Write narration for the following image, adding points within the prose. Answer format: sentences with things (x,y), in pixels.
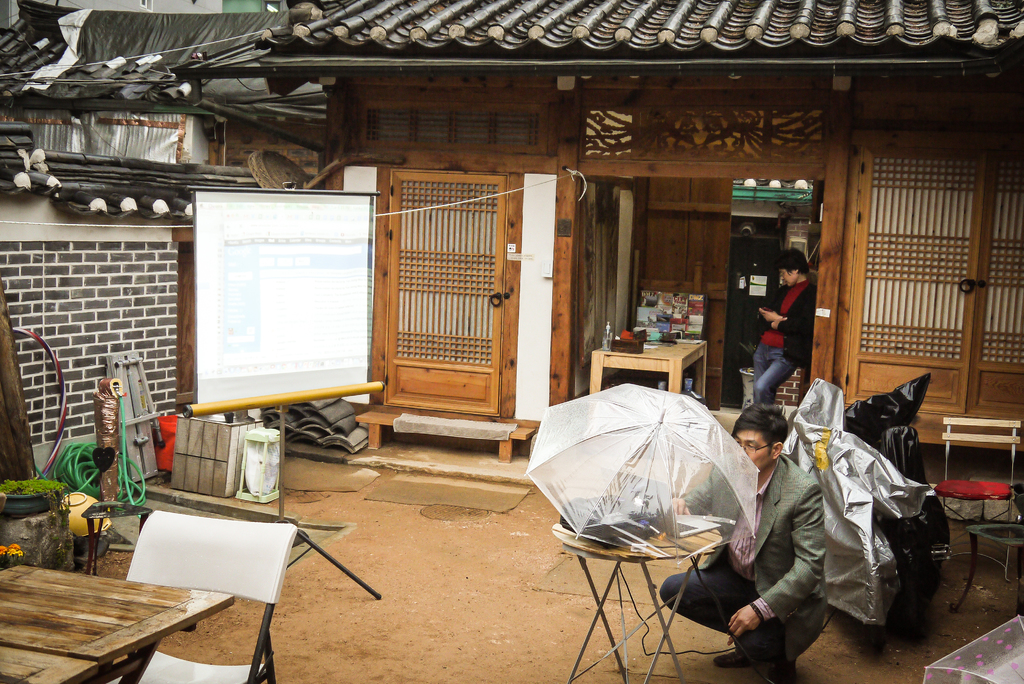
In this picture there is a view of the courtyard (535,607). In the front (720,504) there is a man (785,526) wearing a grey color coat (788,600) crouching on the ground (665,569) and setting the laptop (641,513) with the transparent umbrella (683,460) on the top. Behind there is a girl (788,349) wearing a black color coat (788,336) is looking into the phone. In the background (657,214) we can see the house (596,207) with wooden windows (448,275) and doors (416,288). On the left side (248,221) there is a white projector screen (275,356) and beside a dining table (107,607) with white color chairs (243,571).
